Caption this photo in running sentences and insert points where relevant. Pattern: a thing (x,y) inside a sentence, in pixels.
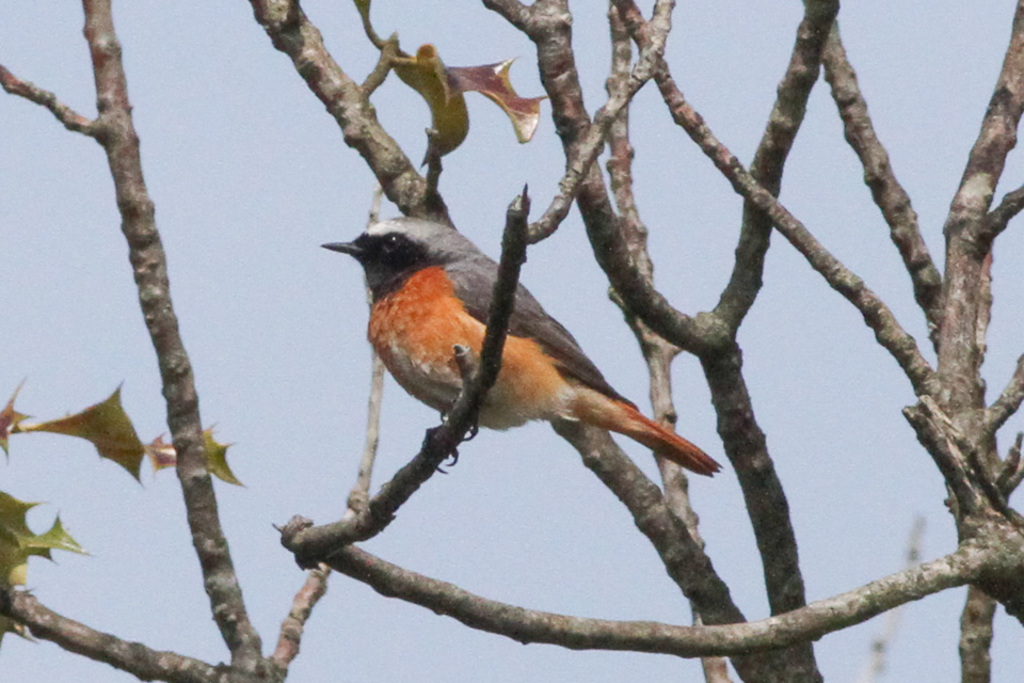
There is a bird (419,266) on the tree branch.
